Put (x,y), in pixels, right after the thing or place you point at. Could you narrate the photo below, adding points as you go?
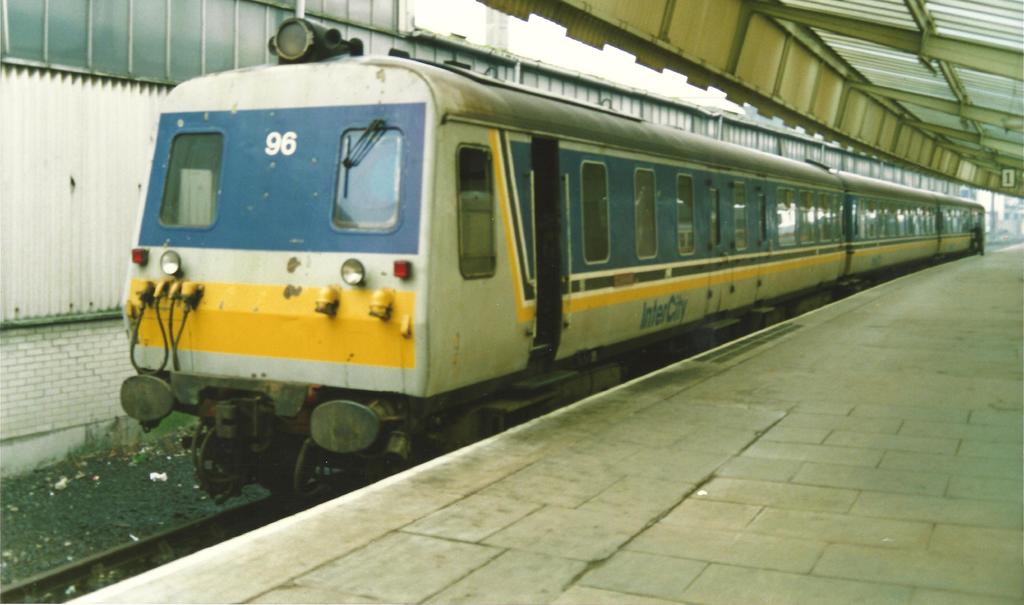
This is a railway station (915,398). Here we can see a train (462,249). This is a railway track (187,533).
